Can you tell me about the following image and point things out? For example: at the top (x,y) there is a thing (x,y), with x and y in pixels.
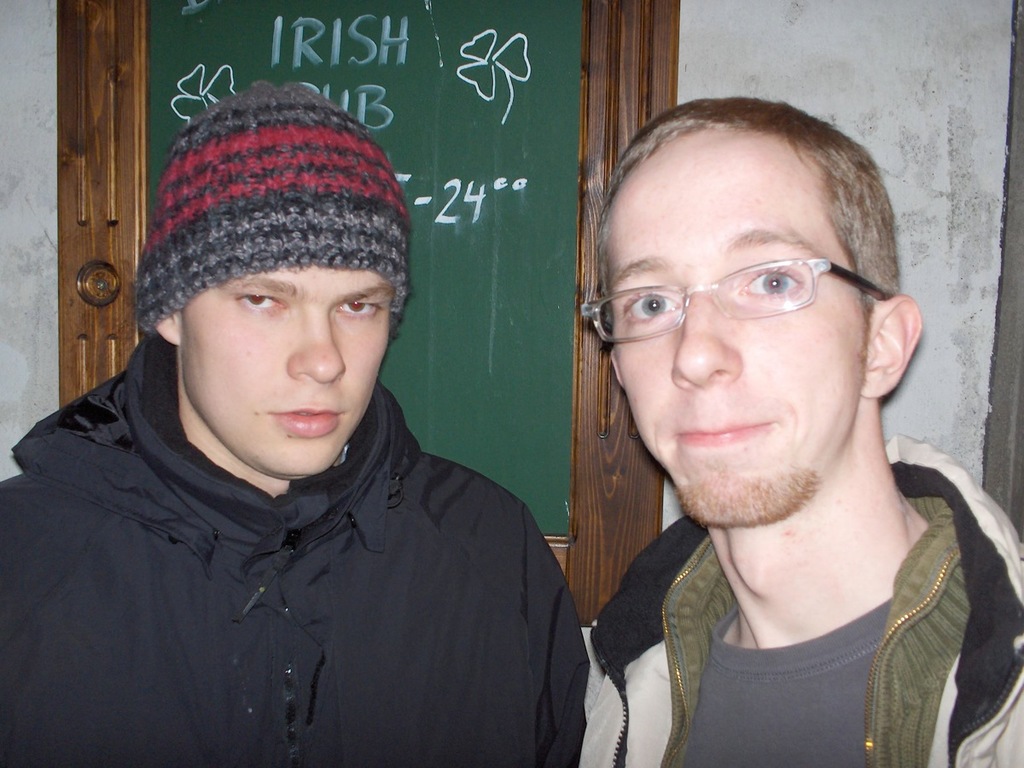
In the center of the image (447,474) we can see two persons (794,654) are standing. Among them, we can see one person (475,606) is wearing a hat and the other person (775,657) is wearing glasses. In the background (982,111) there is a wall (977,202), board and a few other objects (1008,420). On the board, we can see some text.
